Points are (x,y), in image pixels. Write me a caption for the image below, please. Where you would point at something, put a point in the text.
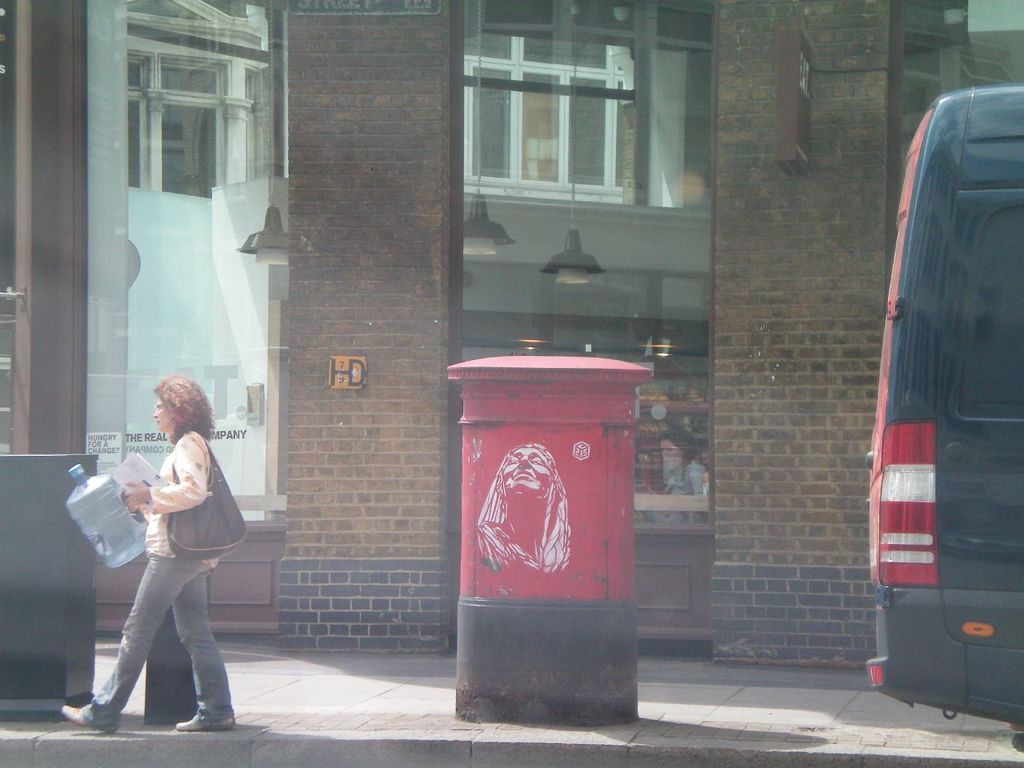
In this picture we can see a woman (178,565) walking on the pedestrian path (405,716). In the center (511,424) there is a red post box (587,435). Behind we can see the wall (740,167) and a glass windows (562,294). On the right corner (911,433) there is a black van (946,403).
